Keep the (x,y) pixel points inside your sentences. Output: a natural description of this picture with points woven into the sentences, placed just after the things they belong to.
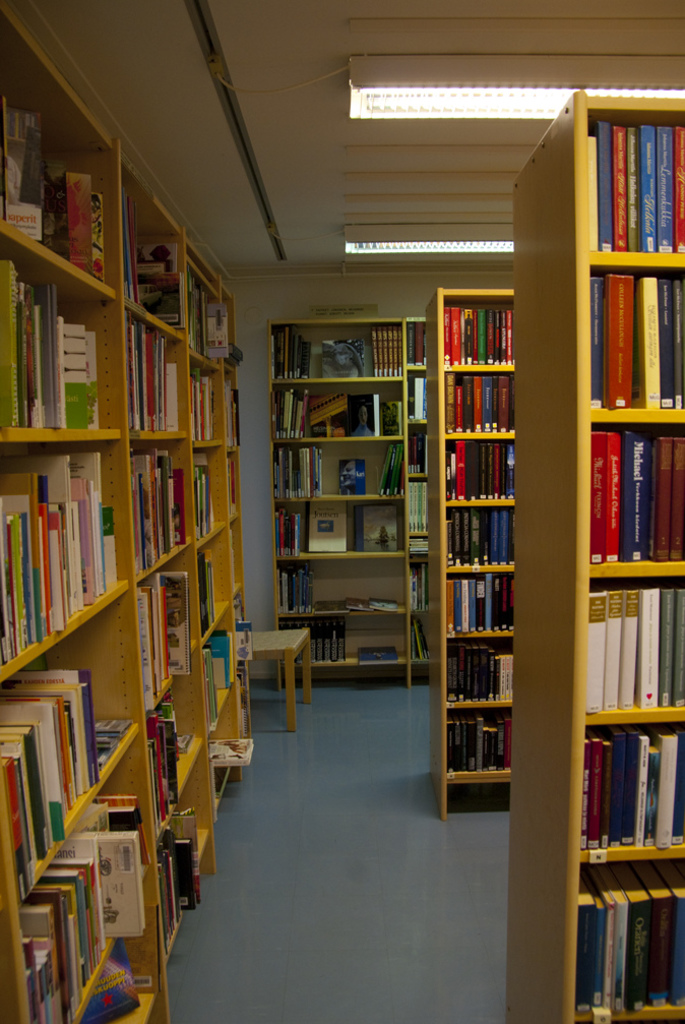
In this picture we can see inside view of the library (213,540). In the front (620,697) we can see some books (628,699) in the wooden rack (555,854).
